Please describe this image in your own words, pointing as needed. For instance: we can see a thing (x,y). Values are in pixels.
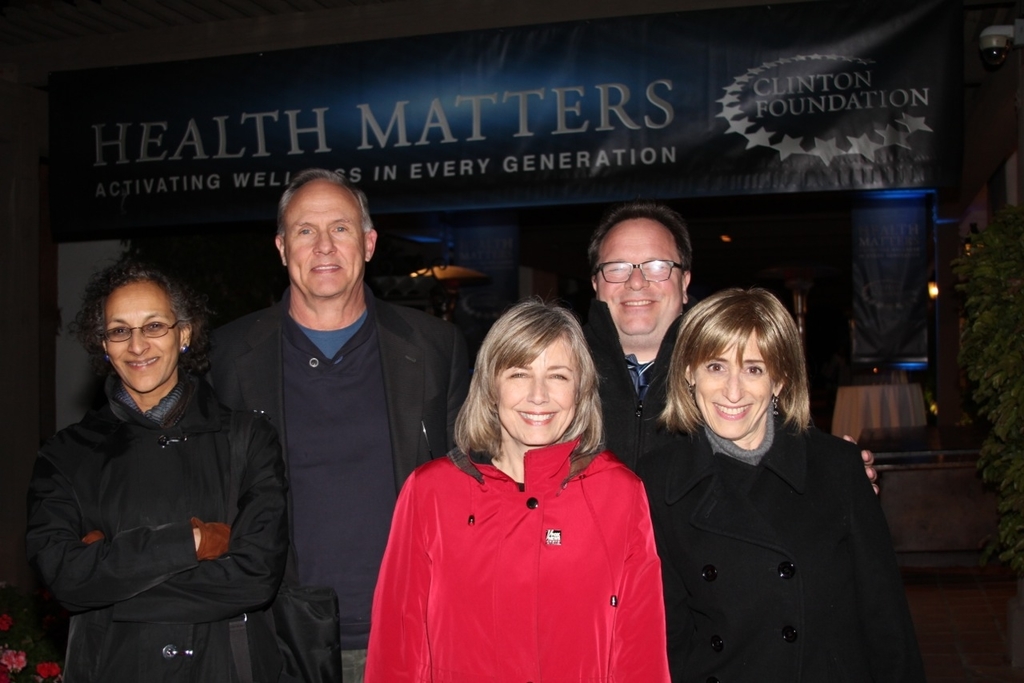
In this image we can see a group of persons (462,516) standing. In the background (130,179) there is a banner (885,165), camera (992,46), tree (974,264) and the wall (10,124).
